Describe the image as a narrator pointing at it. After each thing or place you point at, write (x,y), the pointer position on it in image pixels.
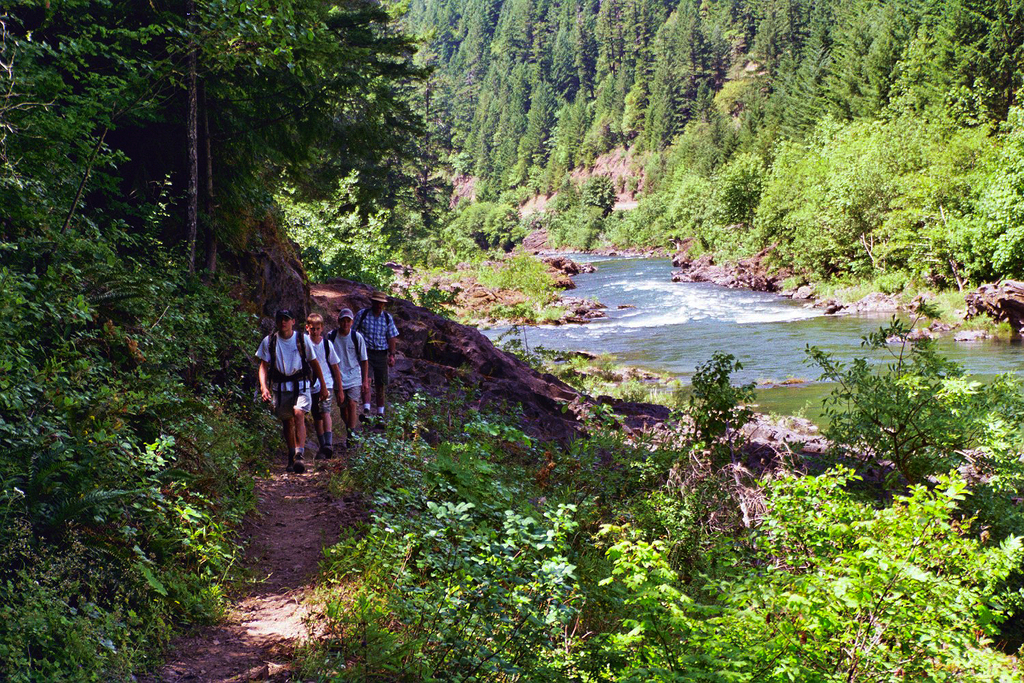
This picture is clicked outside the city. In the foreground (237,492) we can see the plants (461,527). In the center (673,330) we can see the group of people (293,367) walking on the ground (340,436) and there is a water body (701,314). In the background (771,281) we can see the trees (591,185) and the rocks (402,317).
